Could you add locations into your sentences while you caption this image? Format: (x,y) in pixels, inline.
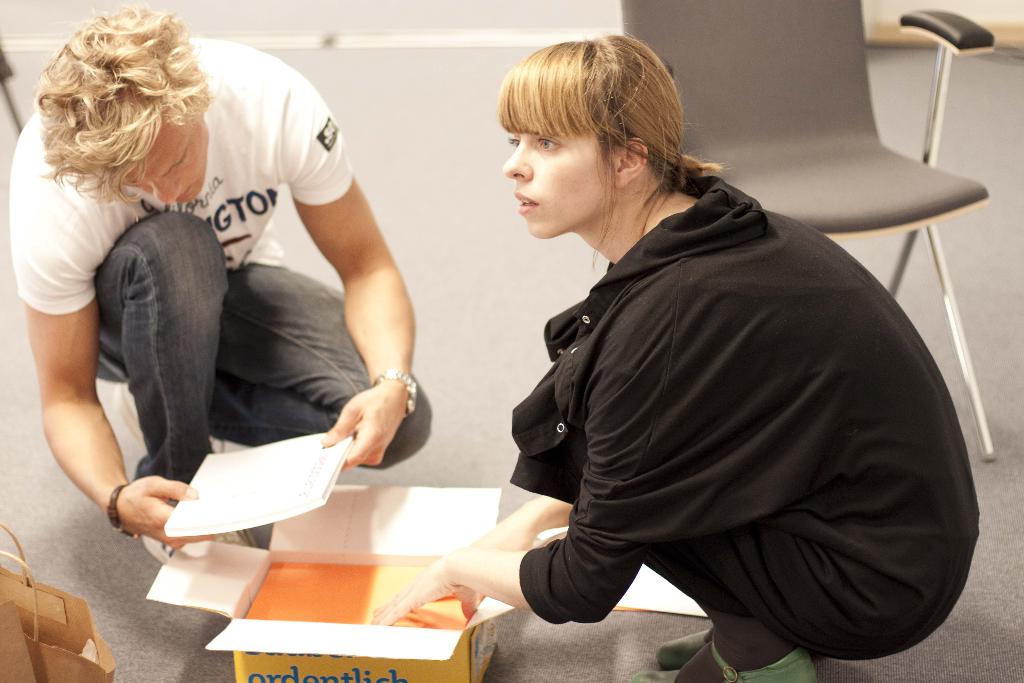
In this image there is a person (243,410) holding the book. Beside him there is another person (755,537) sitting. In front of them there is a bag (52,637), papers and a box (334,547). Behind them there is a chair (818,82). In the background of the image (223,8) there is a wall (223,8).
